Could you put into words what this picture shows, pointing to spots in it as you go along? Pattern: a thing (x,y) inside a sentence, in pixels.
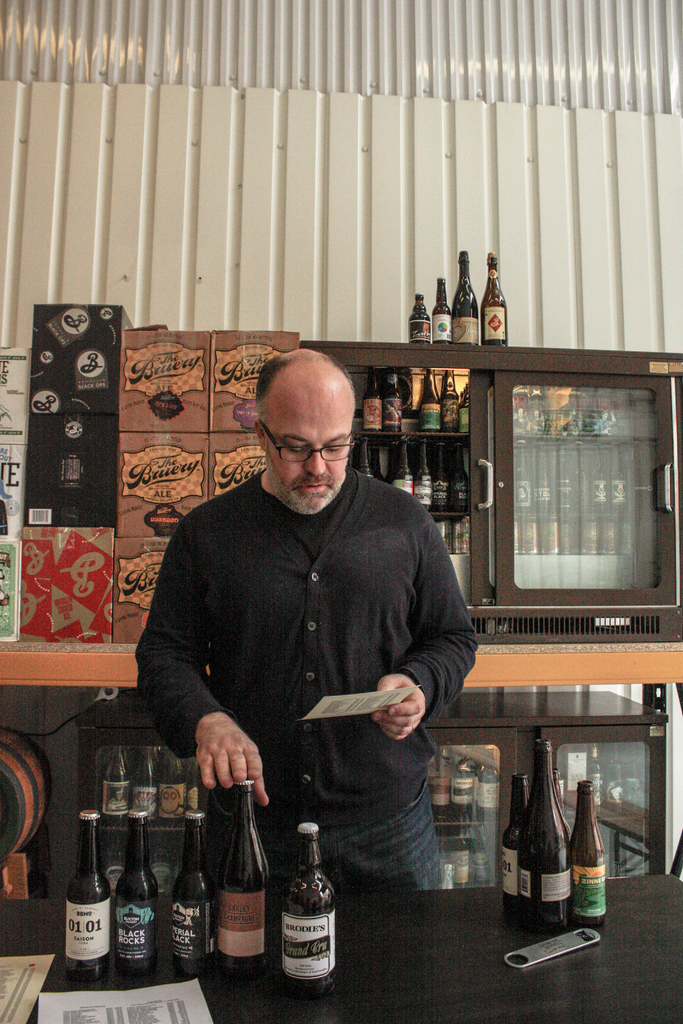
At the bottom of the image (299,1012) there is a table (170,899) with bottles (130,898), papers (158,999) and openers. Behind the table (515,946) there is a man (314,508) with spectacles (302,448) is standing and holding a paper (346,698) in the hand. Behind him there is a table (96,655) with cupboards (200,782). Inside the cupboards (125,820) there are bottles (584,524) and also there are cardboard boxes (150,451). In the background (158,140) there is a wall (299,90).
